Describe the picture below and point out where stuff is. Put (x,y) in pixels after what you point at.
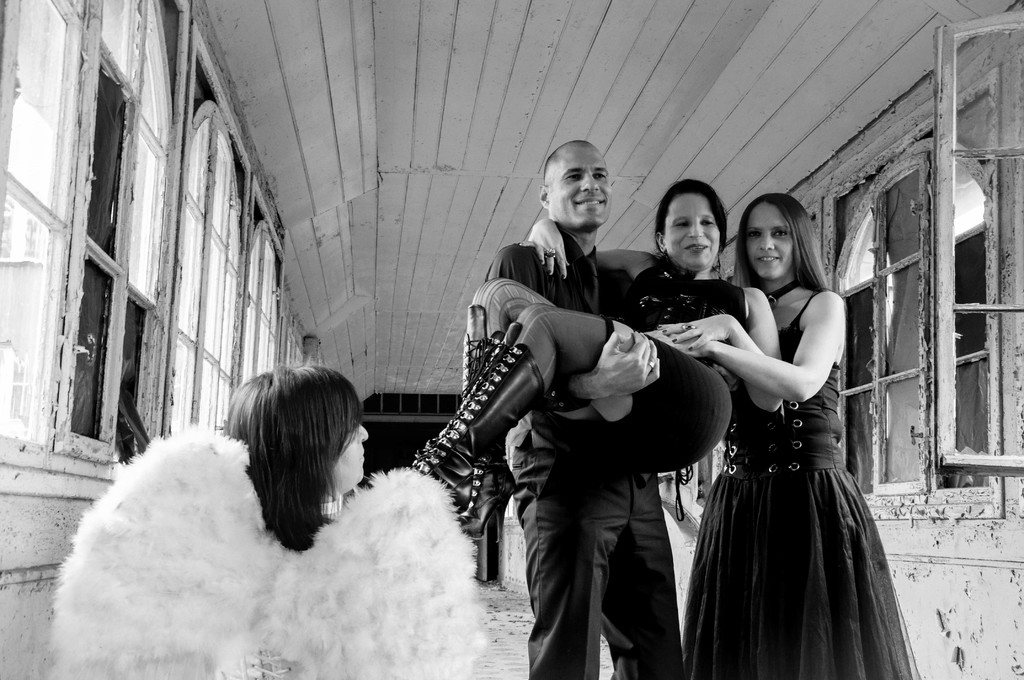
On the left side (317,494), there is a woman (285,573). Behind her, there are windows (29,431). On the right side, there is a person (663,563) holding a woman (698,226), laughing and standing. Beside this person (592,270), there is a woman (782,582) laughing and standing and there are windows (901,296). Above them, there is a white color roof (571,72). In the background (509,613), there is a floor (502,600).
